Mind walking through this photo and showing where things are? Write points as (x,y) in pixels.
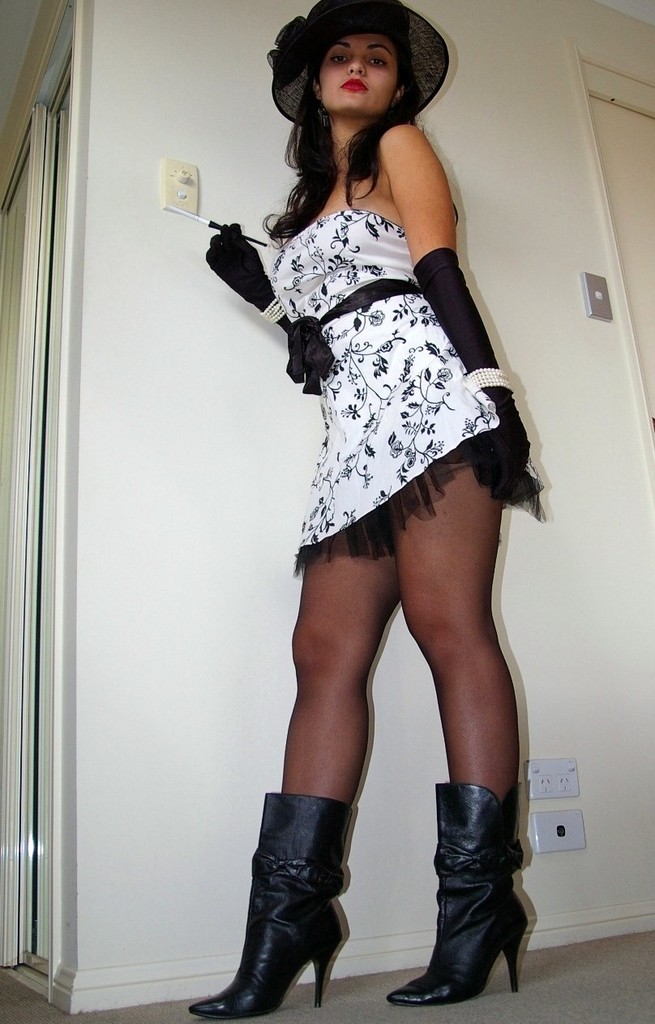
In this image there is a lady (322,81) with a hat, is holding an object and posing for a photo, behind her there is a wall (270,426).
